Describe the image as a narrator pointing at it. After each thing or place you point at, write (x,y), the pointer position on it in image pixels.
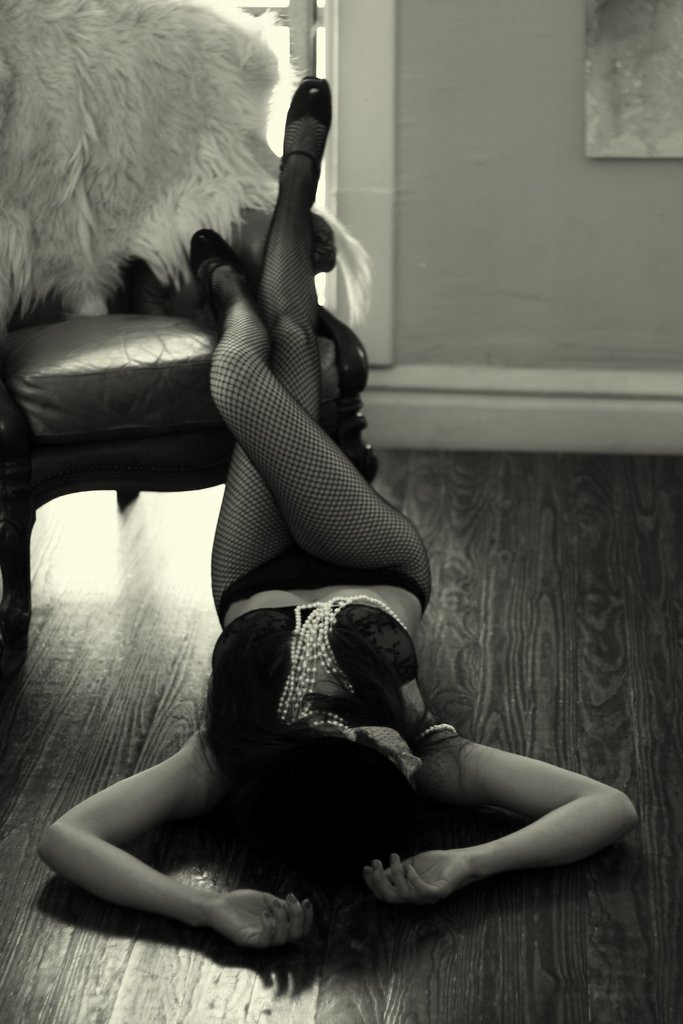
Here in this picture we can see a woman (309,701) laying on the floor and in front of her we can see a chair (170,235) present and we can see is placing her legs (268,264) on the chair (252,281) and she is wearing a costume (291,614) on her over there.
